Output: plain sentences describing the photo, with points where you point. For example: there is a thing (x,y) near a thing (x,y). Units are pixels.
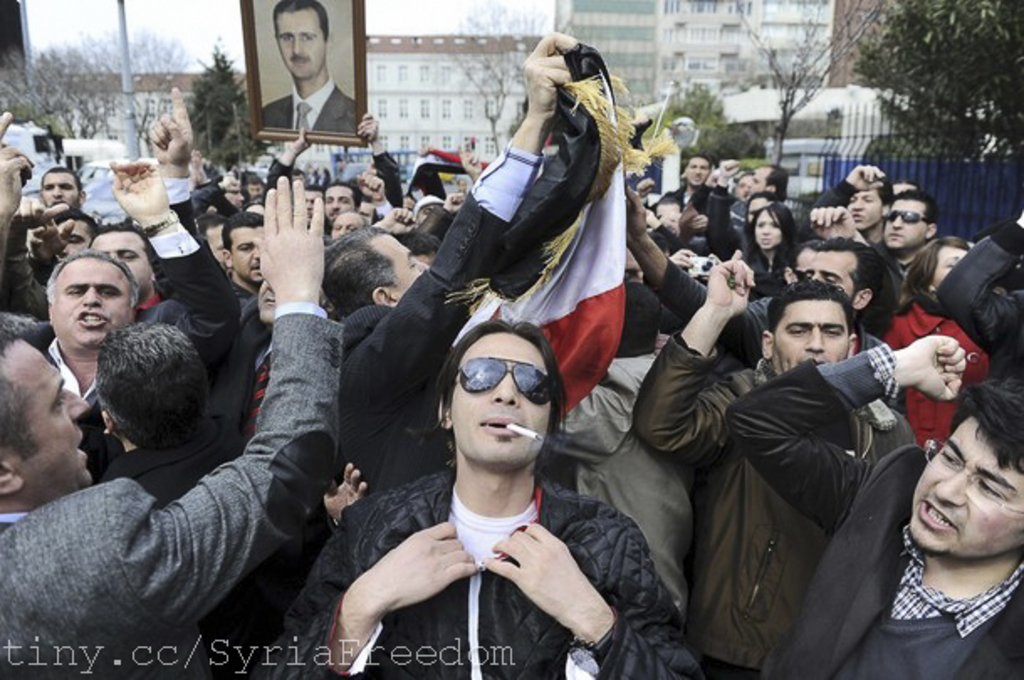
In the image we can see there are lot of people (551,404) standing and they are holding photo frame (331,62), flags (595,226) in their hand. Behind there are trees (804,71) and there are buildings (770,20).
